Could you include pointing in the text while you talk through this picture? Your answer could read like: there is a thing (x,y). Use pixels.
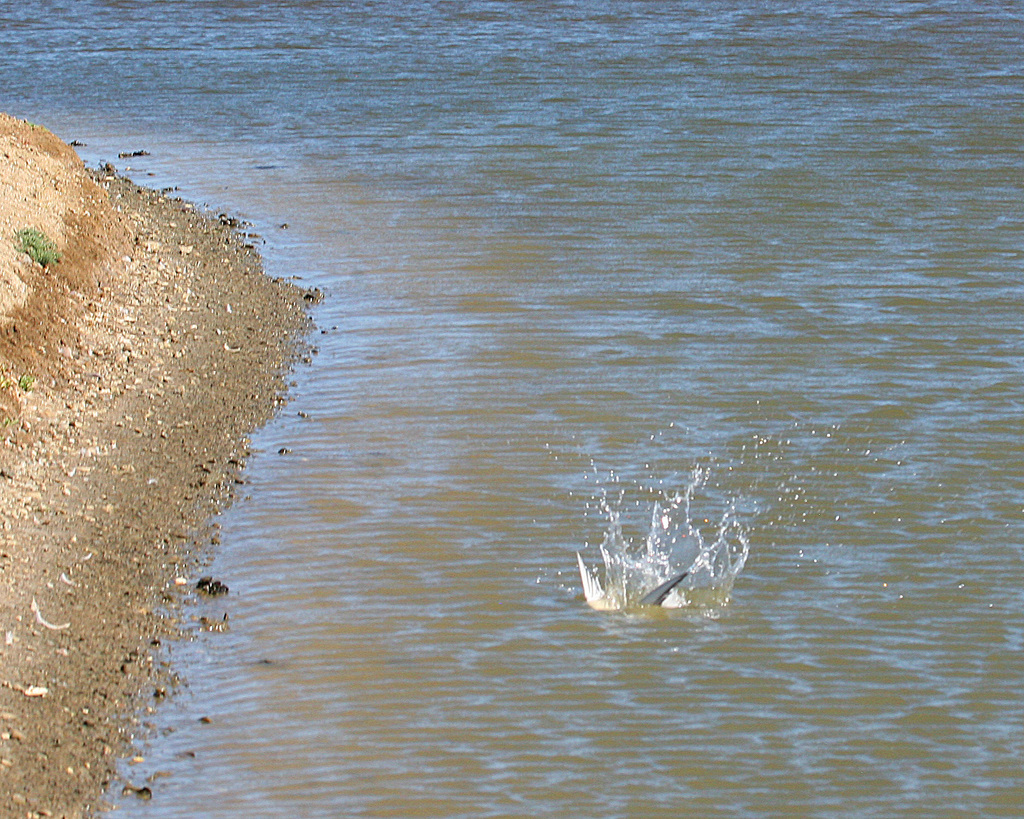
This image is taken at the seashore (118,552). At the center of the image (571,440) there is a water (611,216). On the left side of the image (103,352) there is a sand (134,331).
